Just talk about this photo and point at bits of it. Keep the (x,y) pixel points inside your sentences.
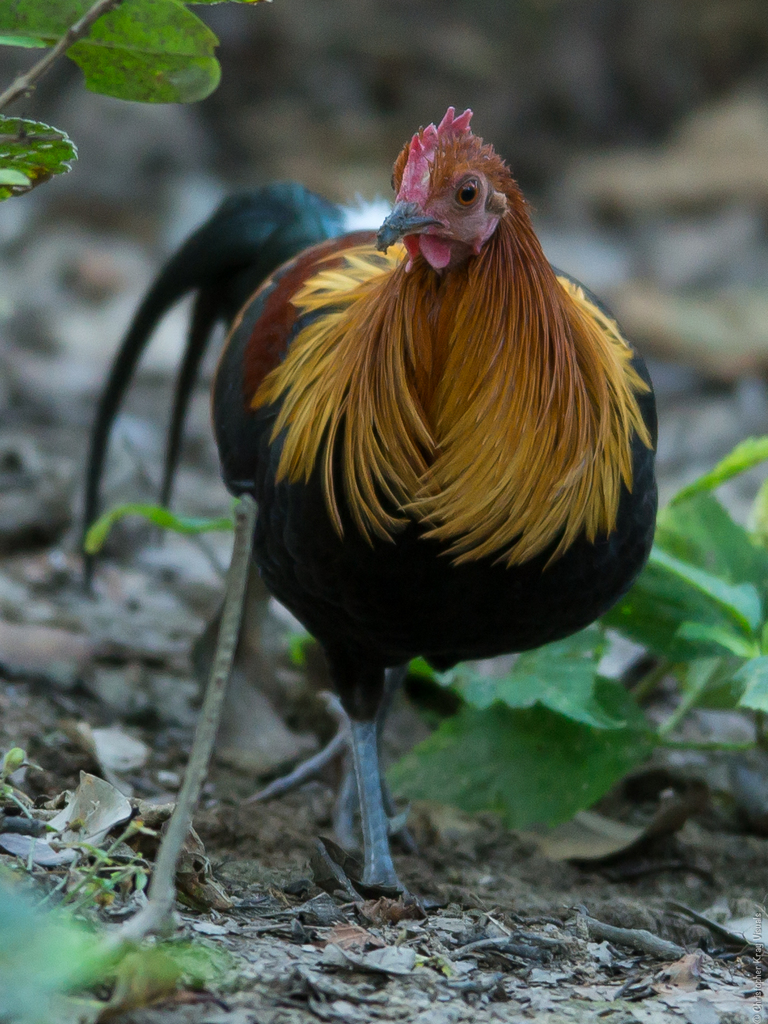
In this image, we can see a hen (342,528). We can see the ground (313,886) with some leaves (210,934). We can see some plants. We can see the blurred background (684,759).
